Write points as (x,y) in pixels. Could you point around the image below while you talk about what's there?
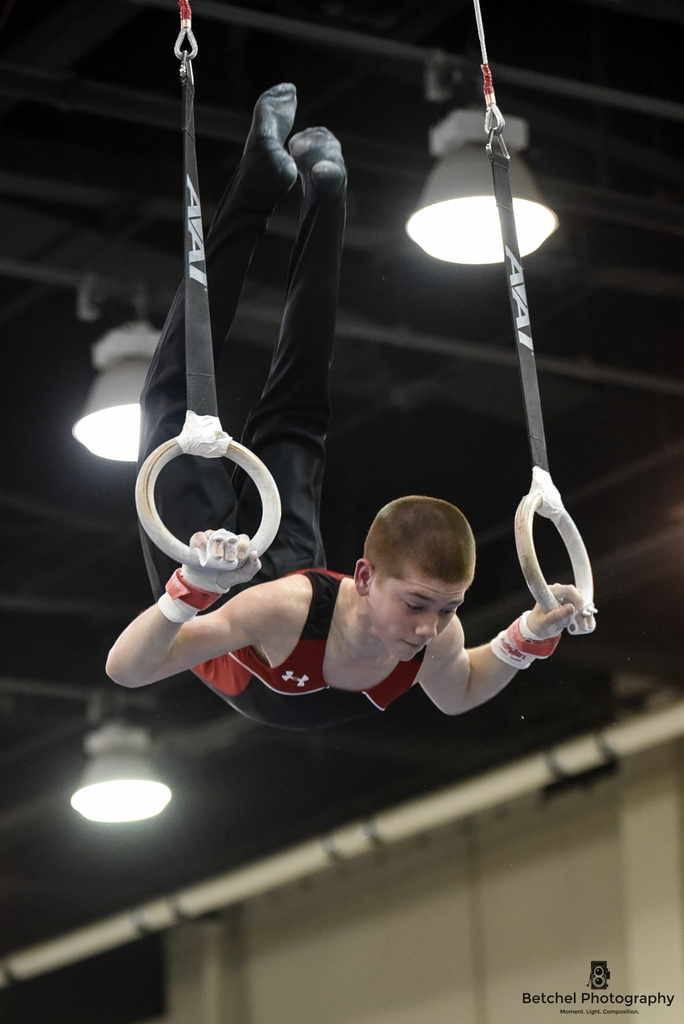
In the center of the image (422,623) we can see a person (367,587) is performing gymnastics with the help of rings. At the bottom right side of the image (610,998), there is a logo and some text (600,1011). In the background (460,903) there is a wall (582,871), lights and a few other objects (16,961).
